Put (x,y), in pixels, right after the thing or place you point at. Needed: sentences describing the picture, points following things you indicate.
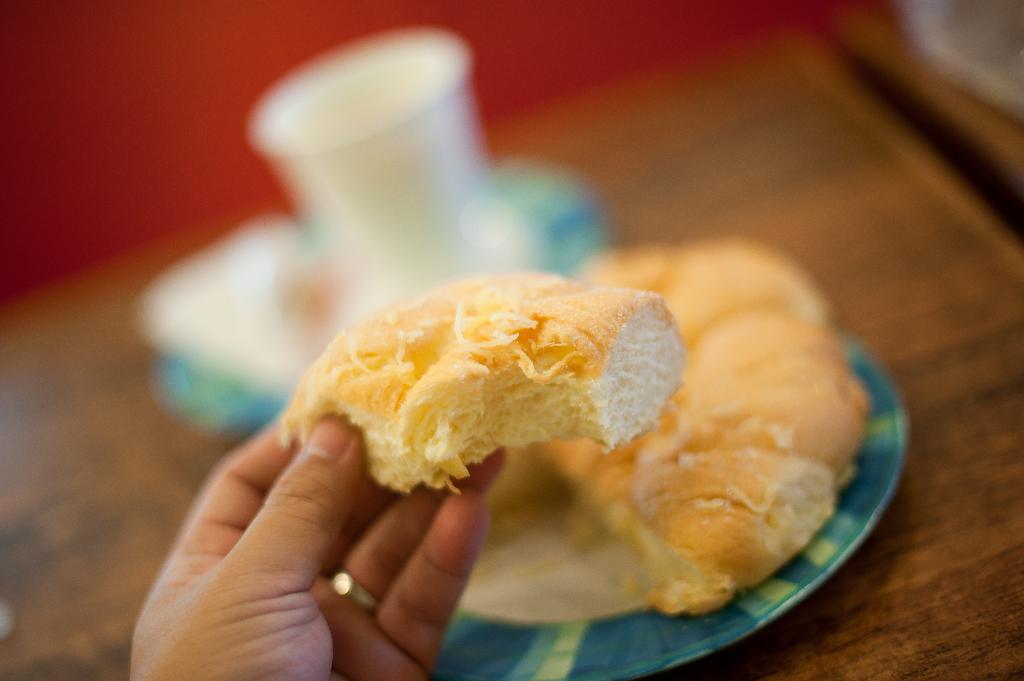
In this image in front (249,492) we can see the hand (384,515) of a person (384,515) holding the bun (516,374). In front of the person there are buns (749,387), the cup (438,107) on the plates (541,209) which was placed on the table (974,565). In the background of the image (153,110) there is a wall (135,108).
